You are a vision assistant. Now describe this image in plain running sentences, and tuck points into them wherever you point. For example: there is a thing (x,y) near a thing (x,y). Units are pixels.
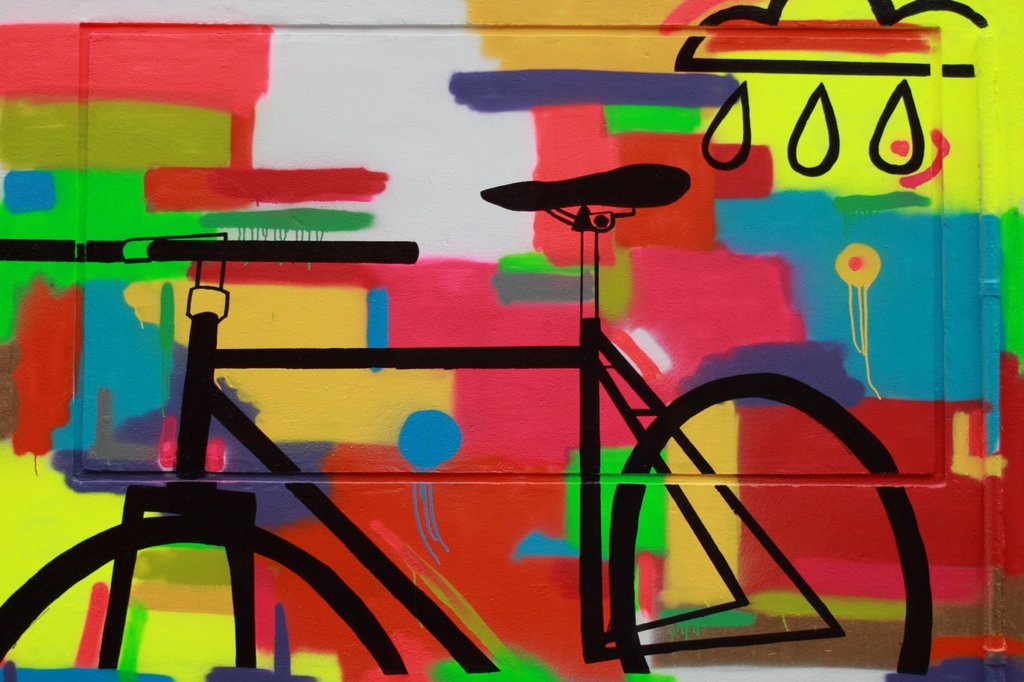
In the picture we can see painting (428,451) on the wall (139,329) which is in the shape of bicycle (352,616).
